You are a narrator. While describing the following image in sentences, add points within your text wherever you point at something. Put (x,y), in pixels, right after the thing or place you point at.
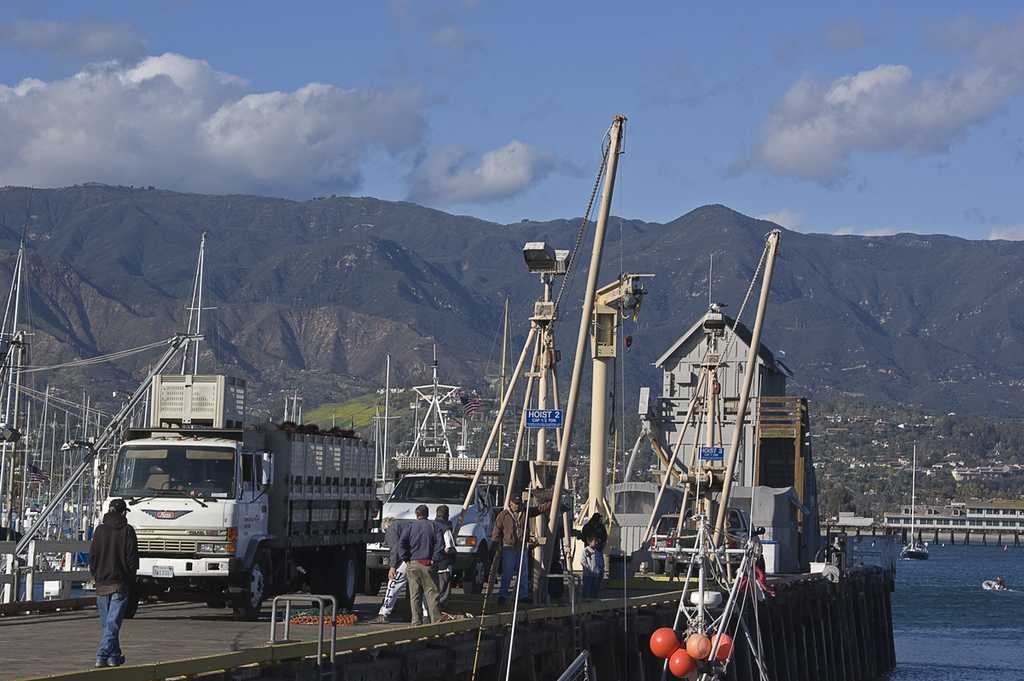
In this image we can see motor vehicles (283,480), poles (541,433), chains (569,263), name boards (542,413), electric lights (559,272), buoys (702,640), ropes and persons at the deck (493,634). In the background (361,278) we can see hills (415,266), buildings (887,447), ships (986,585), water (937,575) and sky (489,109) with clouds (308,107).
